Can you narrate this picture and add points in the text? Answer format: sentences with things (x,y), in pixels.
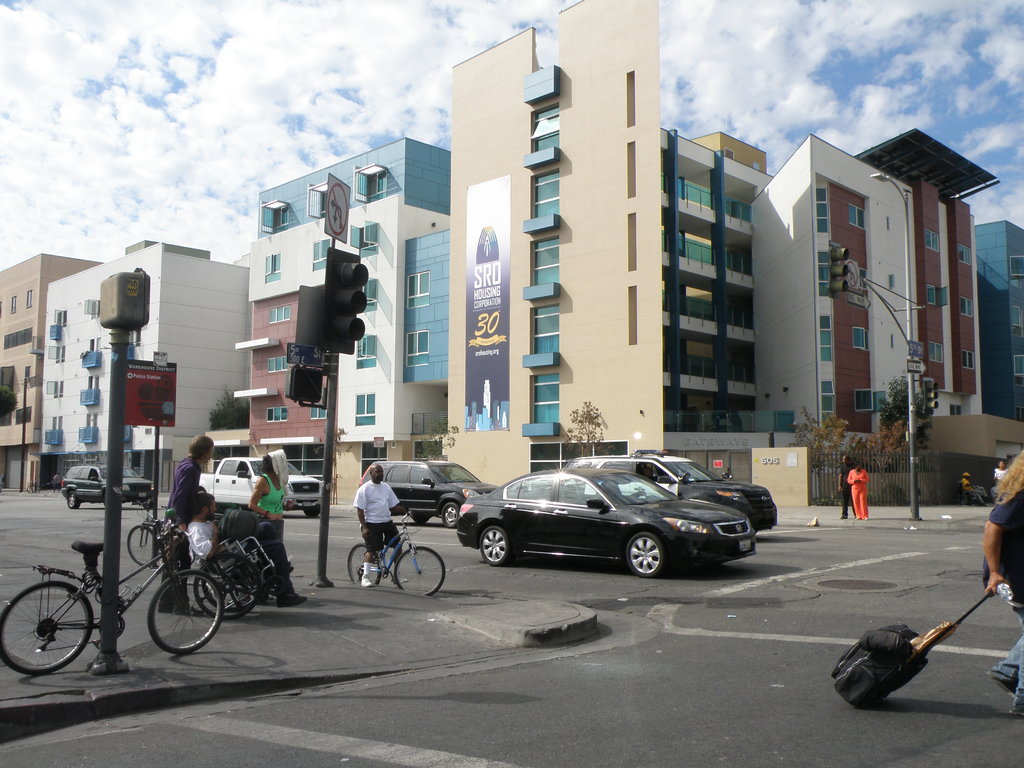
In this picture, we can see a few buildings (39,313) with windows (536,327), and a building (462,192) with poster (469,331), road (270,767), bicycles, vehicles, poles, trees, sign boards (342,193), signal lights (297,321), some objects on the road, and we can see the sky (747,84) with clouds (793,6).
